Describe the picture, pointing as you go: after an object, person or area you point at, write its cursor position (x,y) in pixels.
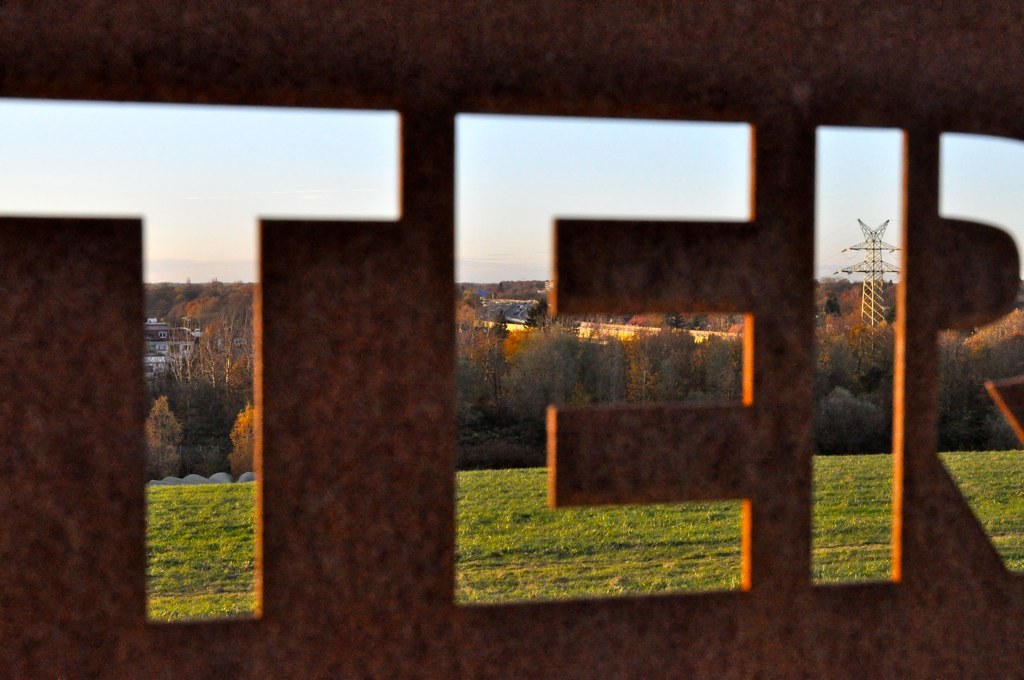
In the image we can see a fencing (34,264). Through the fencing (436,611) we can see some grass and trees (842,424) and poles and buildings (157,320) and sky (478,201).
